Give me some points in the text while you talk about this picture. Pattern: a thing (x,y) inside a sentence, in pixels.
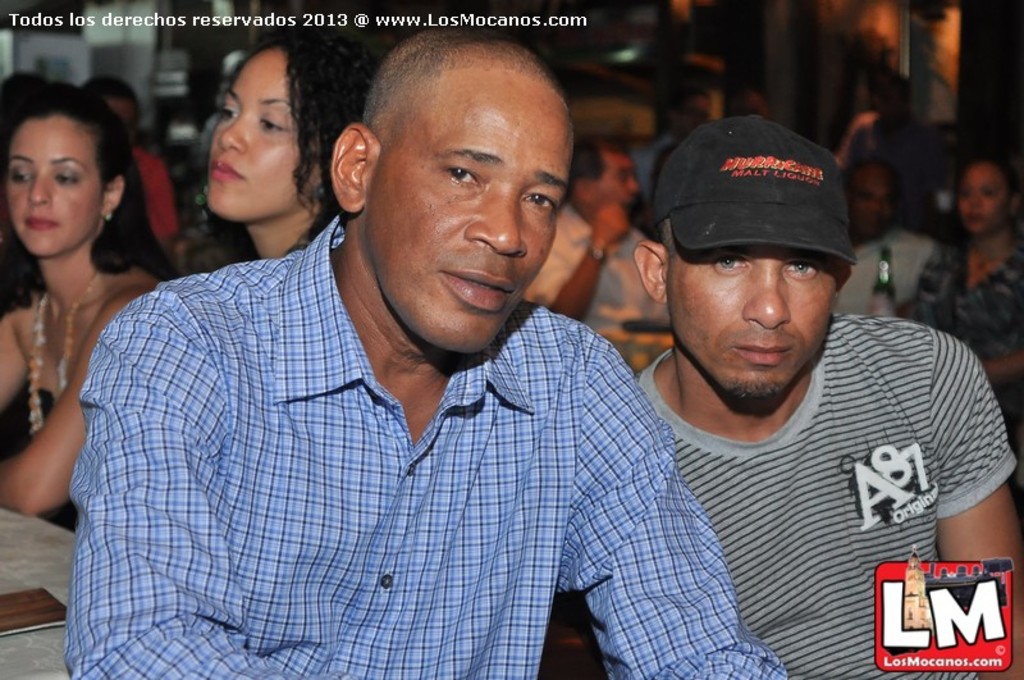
In this image we can see people (475,241) sitting on the chairs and tables (1,644) are placed in front of them. On the tables (16,637) we can see mobiles (57,615) and beverage bottles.
